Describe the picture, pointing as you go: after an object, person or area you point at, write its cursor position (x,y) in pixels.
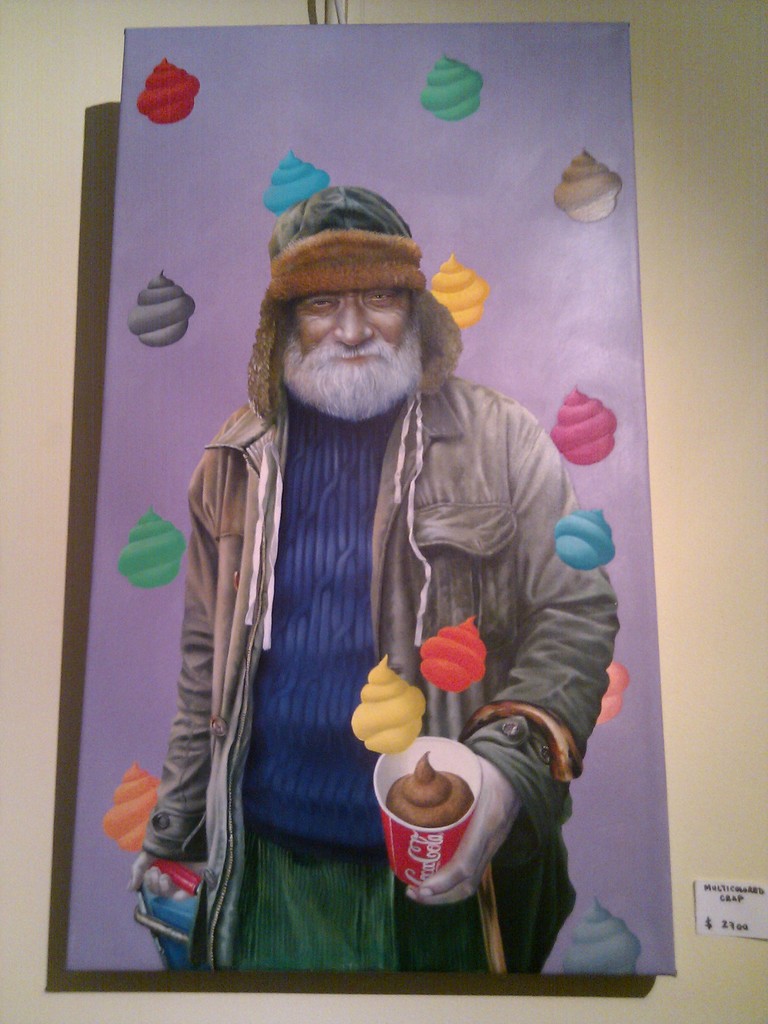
In the image we can see there is a poster (415,796) on the wall (603,989) on which there is an art (384,707). There is a person (412,558) standing and he is wearing jacket (406,529) and cap (322,282). The person (303,533) is holding cold drink glass (421,843) in his hand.
